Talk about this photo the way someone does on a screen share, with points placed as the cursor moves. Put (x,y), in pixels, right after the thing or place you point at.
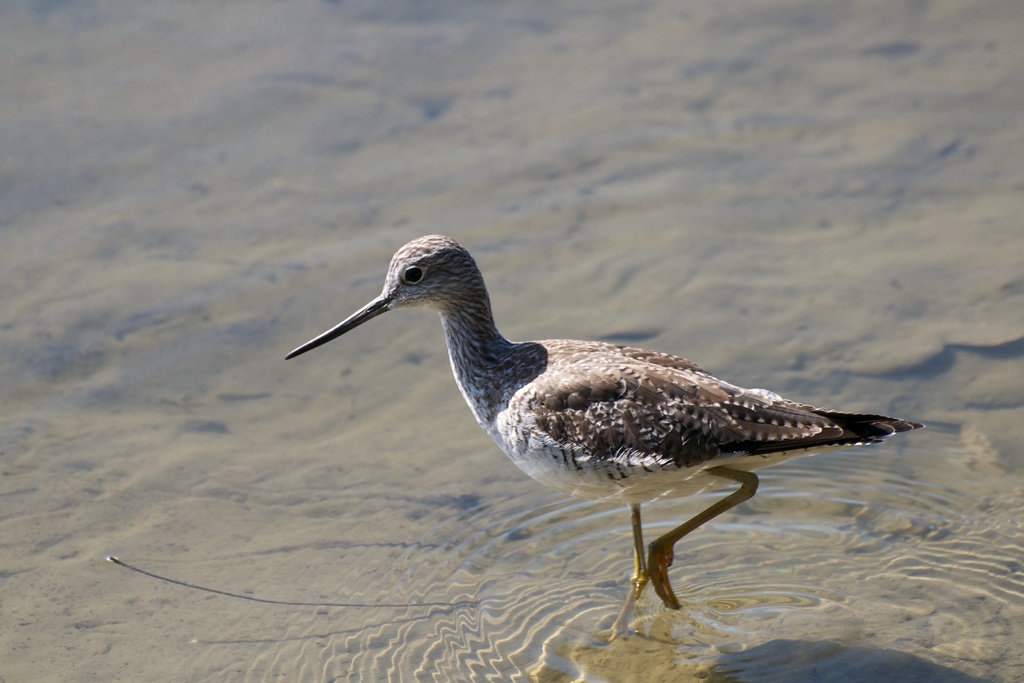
In this image there is a bird (591,460) on the water body (555,544).
